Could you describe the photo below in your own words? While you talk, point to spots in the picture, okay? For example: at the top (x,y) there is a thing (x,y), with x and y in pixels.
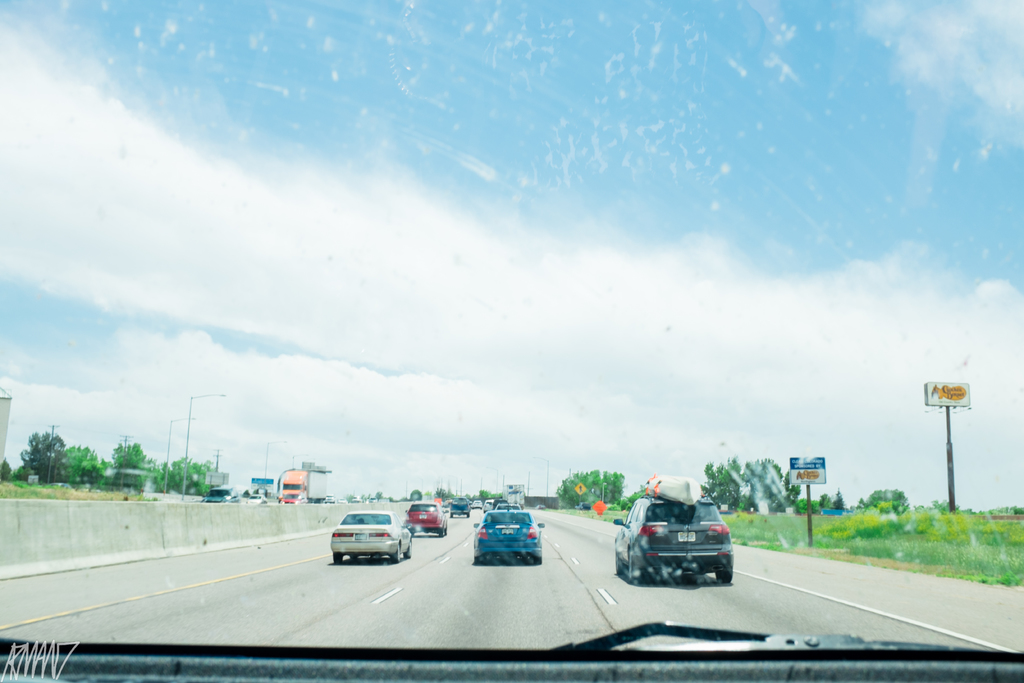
There are cars (684,521) on the road (462,547) and grassland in the foreground area of the image (667,529), there are trees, poles (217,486), vehicles (228,490) and sky (608,207) in the background (801,245), it seems like a car (359,650) at the bottom side (358,663).
